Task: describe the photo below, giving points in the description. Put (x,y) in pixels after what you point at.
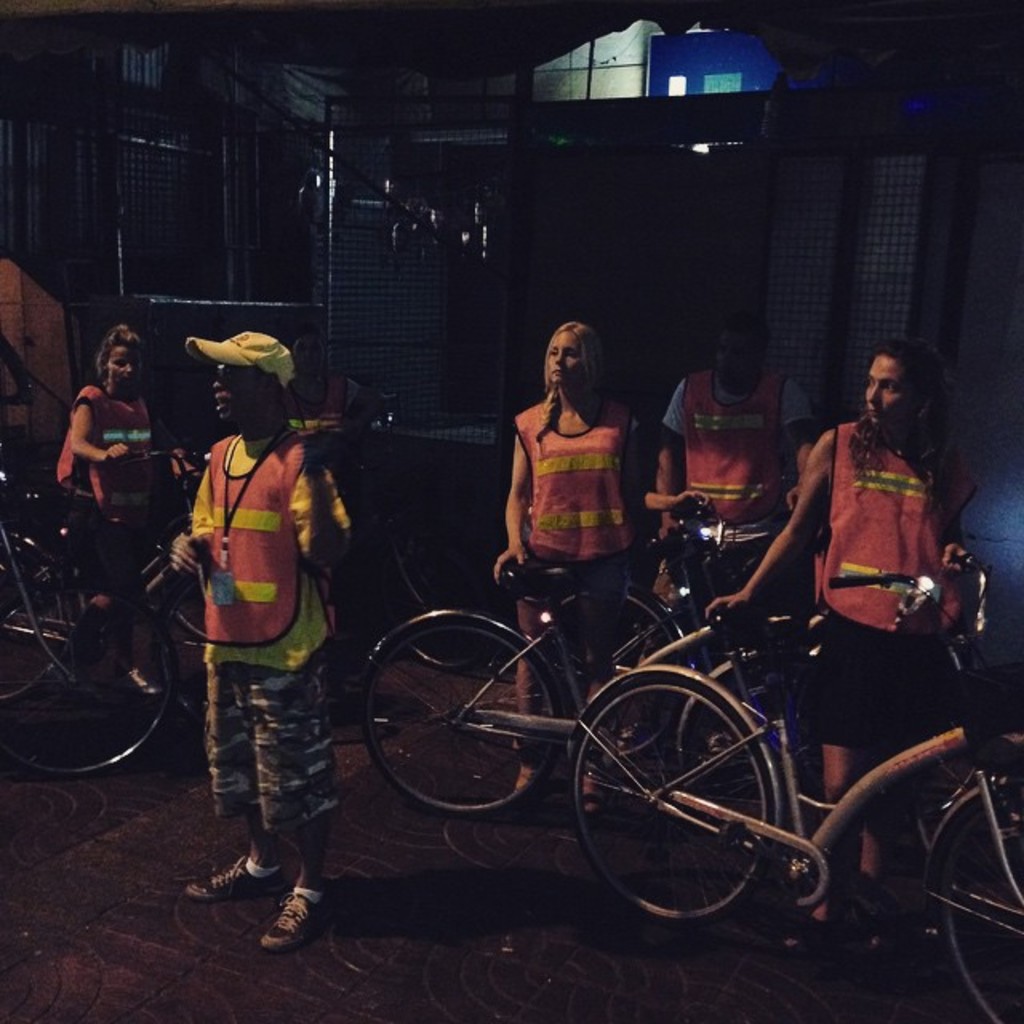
In this picture we can see few people (613,619) are standing on the road (572,818) with their bicycles (643,780). And there is a person (328,601), he wear a cap (237,360).
